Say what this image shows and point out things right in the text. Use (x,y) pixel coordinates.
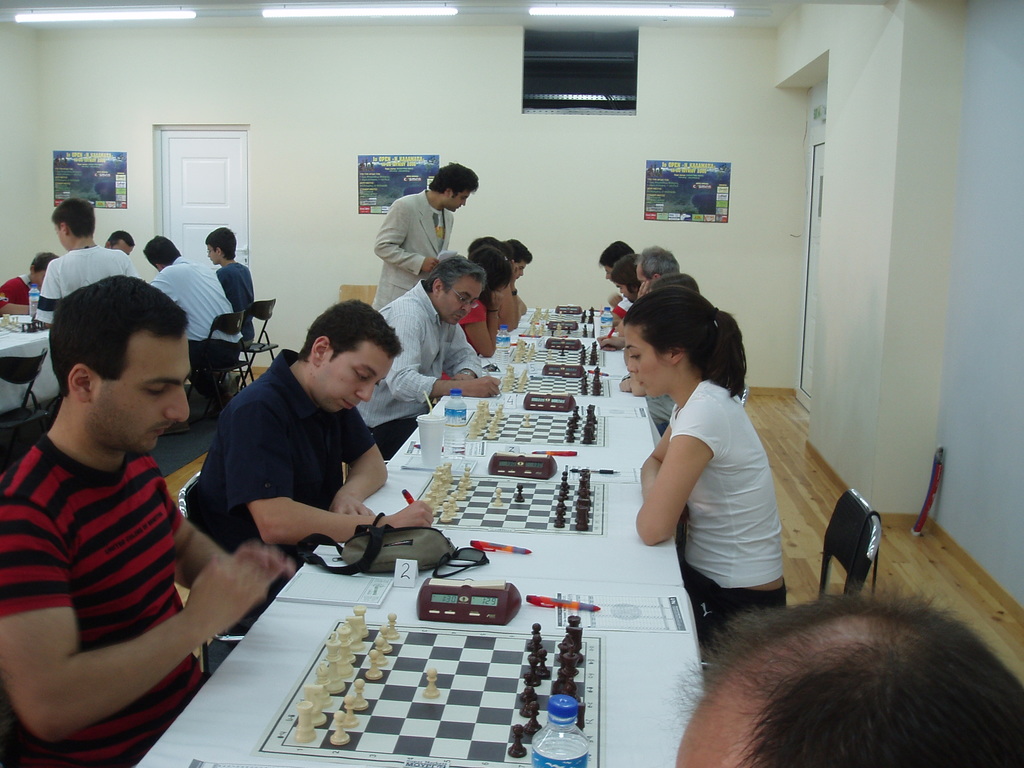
This is an image clicked inside the room (285,192). Here I can see few people (370,393) are sitting on the chairs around the table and playing the chess. On the table (541,543) I can see the chess boards (491,632), water bottles (552,726) and glasses (428,428). In the background (206,193) there is a door (190,186) and few frames (370,182) are attached to the wall (279,66). On the top of the image (134,19) there are some lights (134,19).
